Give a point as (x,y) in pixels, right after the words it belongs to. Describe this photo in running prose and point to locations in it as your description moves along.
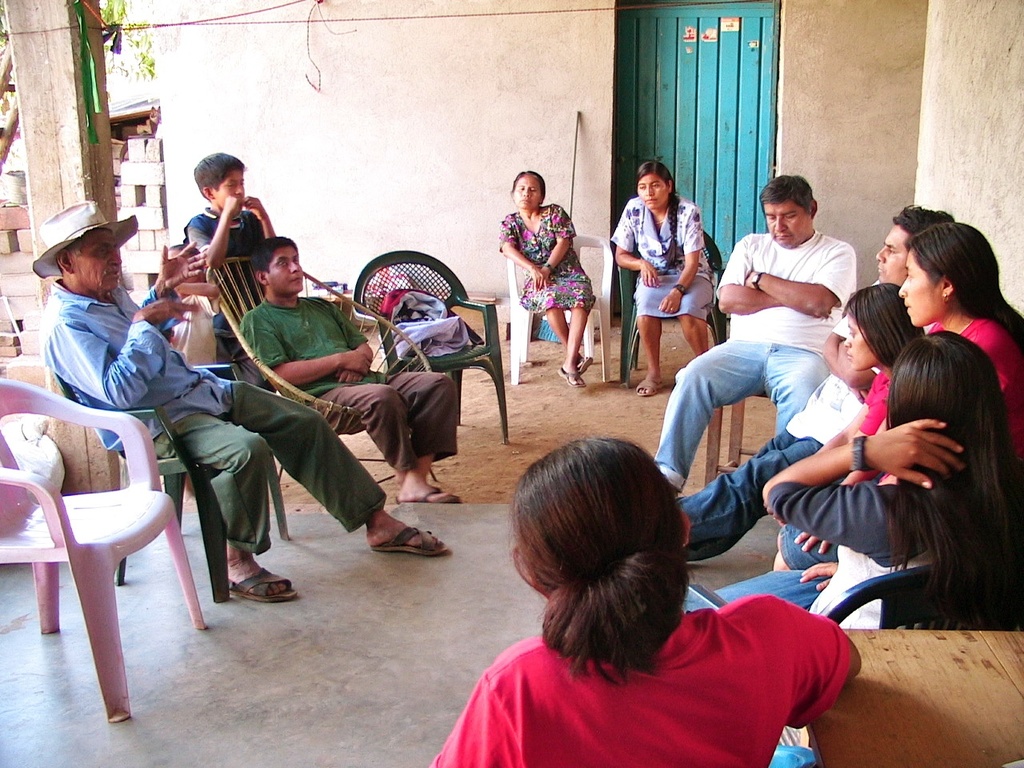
In this picture we can see a group of people (838,293) sitting on chairs (428,278) and on chairs (446,272) we have a bag (431,303) and in the background (426,239) we can see wall (453,105), door (673,108), pillar (60,34), tree (134,75), wires (212,23).
